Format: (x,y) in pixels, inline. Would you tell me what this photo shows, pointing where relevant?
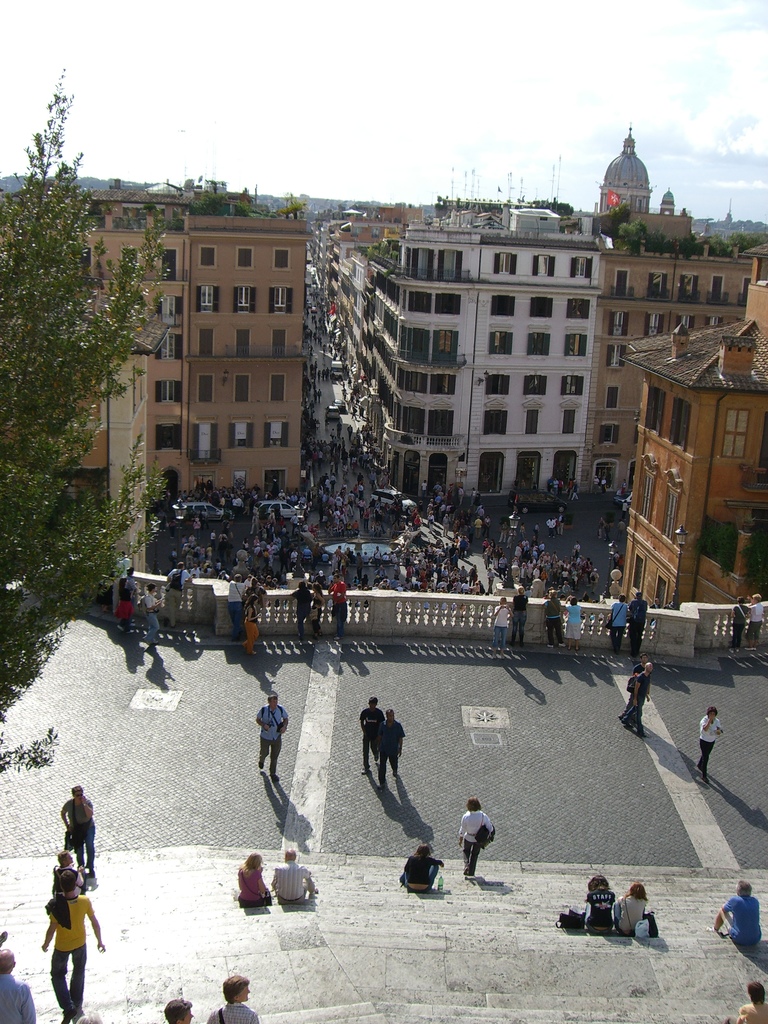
In this image I can see at the bottom (335,875) few people (281,889) are sitting on the staircase (488,921), in the middle (498,608) a group of people (575,548) are standing, on the left side (97,368) there is a tree (120,313). At the back side (159,441) there are buildings (152,336), at the top (435,95) there is the sky (453,97).
